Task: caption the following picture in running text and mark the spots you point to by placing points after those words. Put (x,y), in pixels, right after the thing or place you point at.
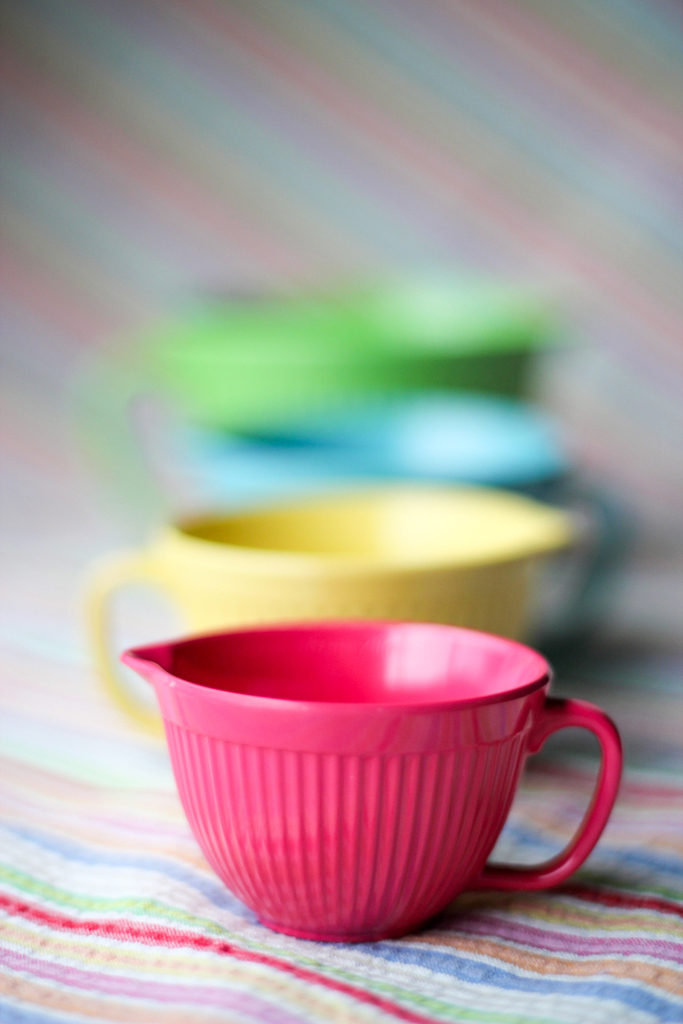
In this image there are cups (390,817) with different colors like pink, yellow, blue, green on the cloth (192,967) which is with multiple color stripes (171,937).
